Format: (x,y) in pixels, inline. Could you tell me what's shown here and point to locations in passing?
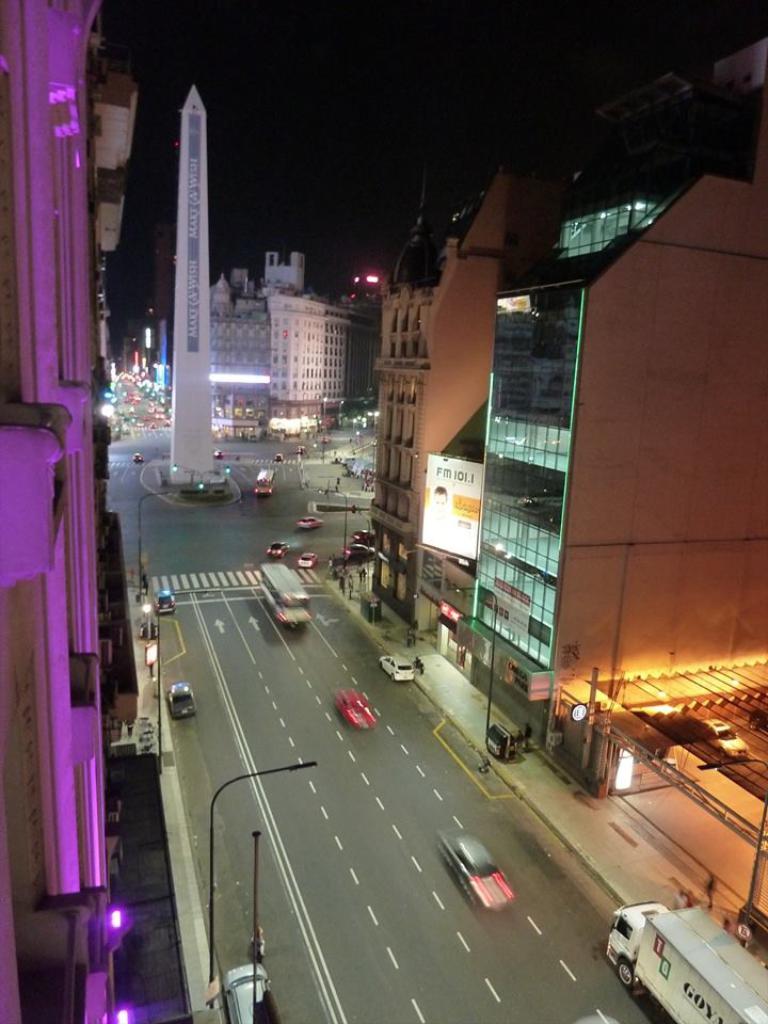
In this image, we can see the road (230,734), there are some vehicles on the road (422,834), we can see some buildings (27,463).
